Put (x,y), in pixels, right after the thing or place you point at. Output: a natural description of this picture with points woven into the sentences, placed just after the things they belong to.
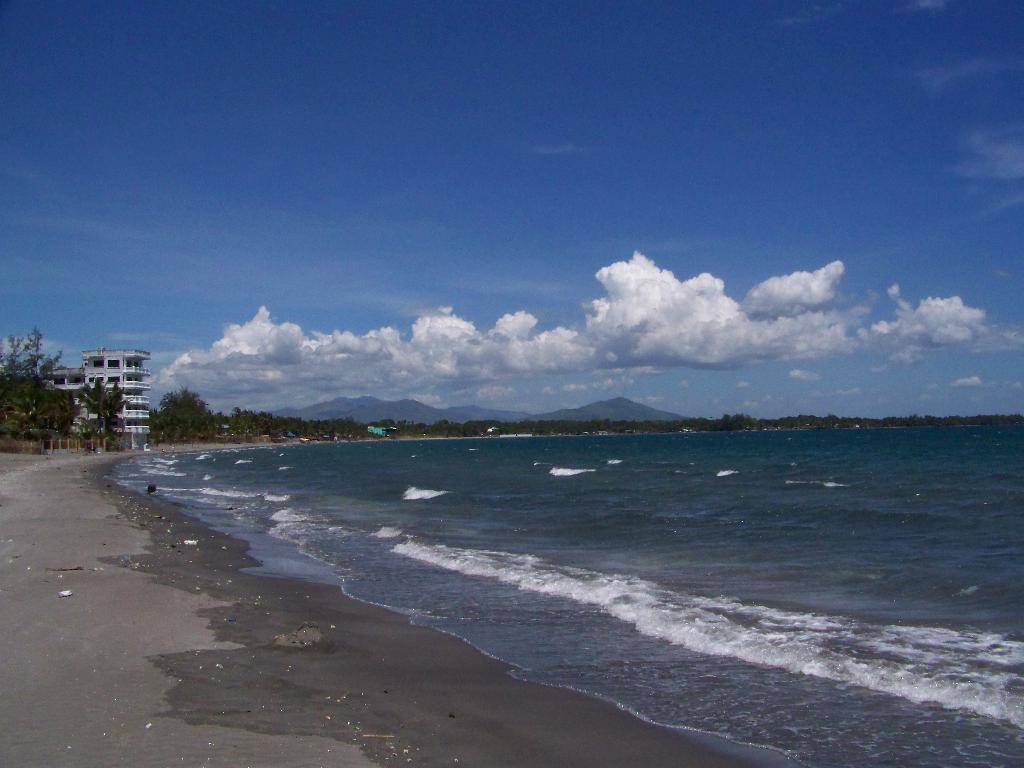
There is water (222,496), trees (34,434) and buildings (90,383). There are clouds (525,320) in the sky (262,399).
